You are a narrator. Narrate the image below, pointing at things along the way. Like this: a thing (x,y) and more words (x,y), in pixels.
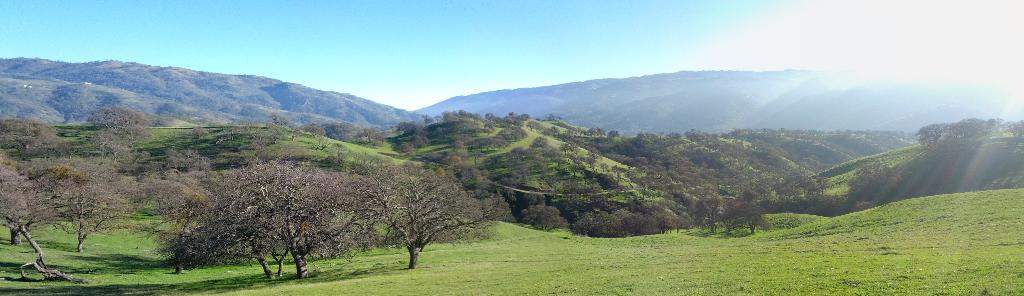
In this image we can see trees (444,226), grass (512,240), hills (573,148), trees (259,219) and sky (545,42).
